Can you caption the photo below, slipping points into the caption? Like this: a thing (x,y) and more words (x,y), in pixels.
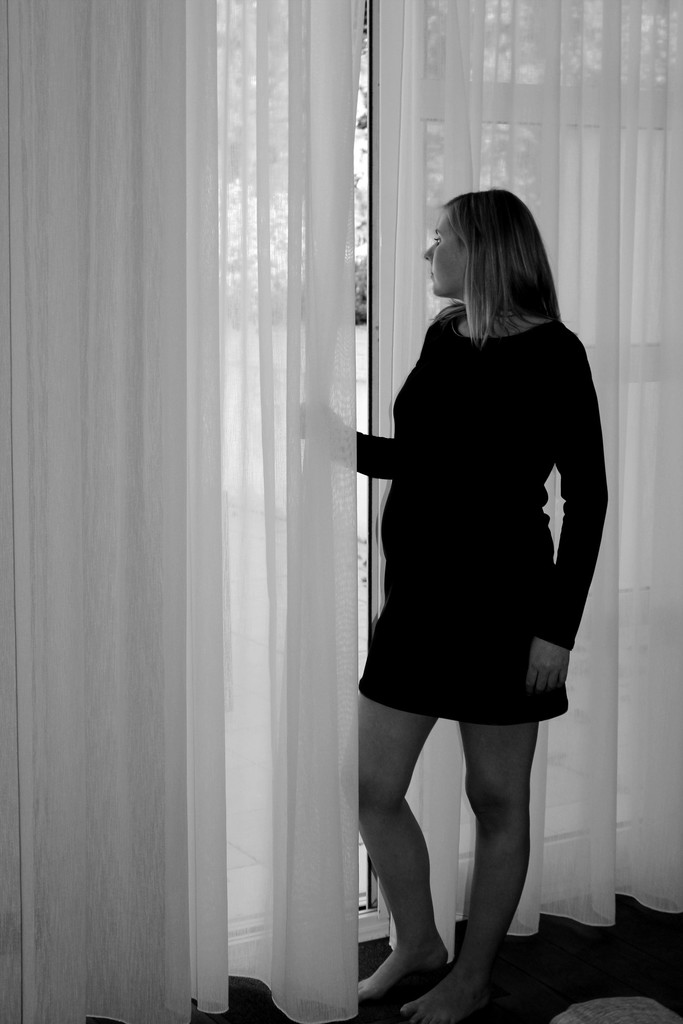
In this image we can see a lady (513,900) standing near the window (238,444) and we can also see the curtains (236,410).
